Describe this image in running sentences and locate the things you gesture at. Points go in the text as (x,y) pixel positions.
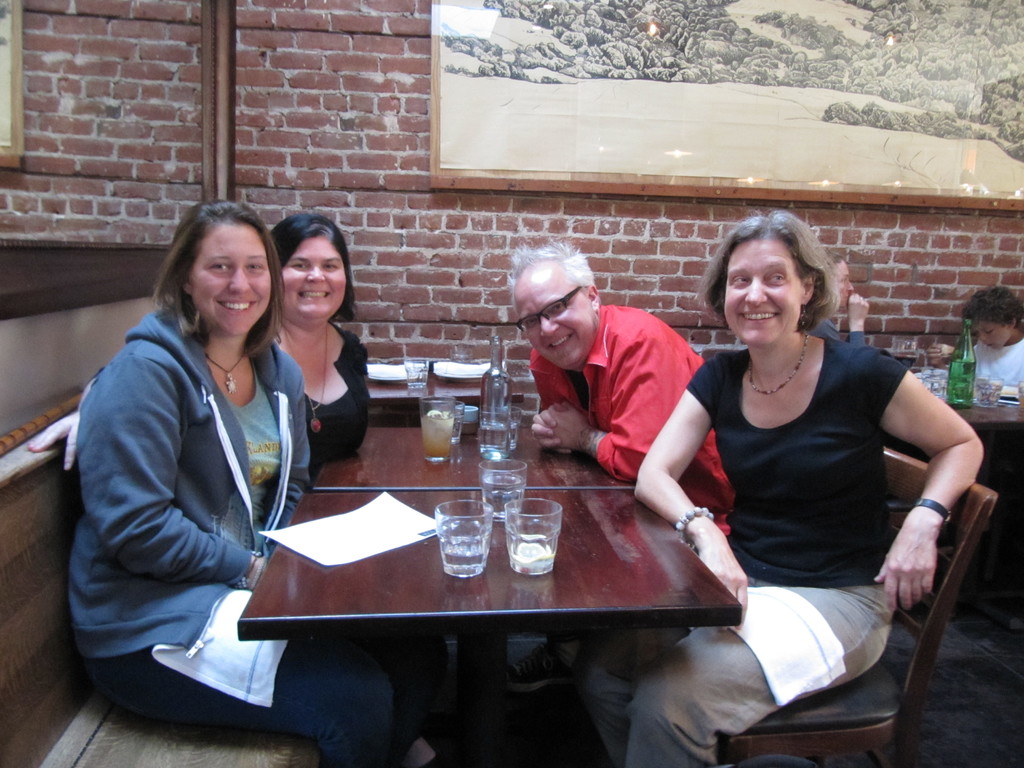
In this picture we can see three woman (245,244) and one man (669,410) sitting on chair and smiling and in front of them we can see table (427,562) and on table (454,455) we have glasses (483,475), bottle (499,394), paper (372,525) and in background (451,223) we can see wall (373,93), frames (485,97), pipes (220,40) and some other persons (995,298).
